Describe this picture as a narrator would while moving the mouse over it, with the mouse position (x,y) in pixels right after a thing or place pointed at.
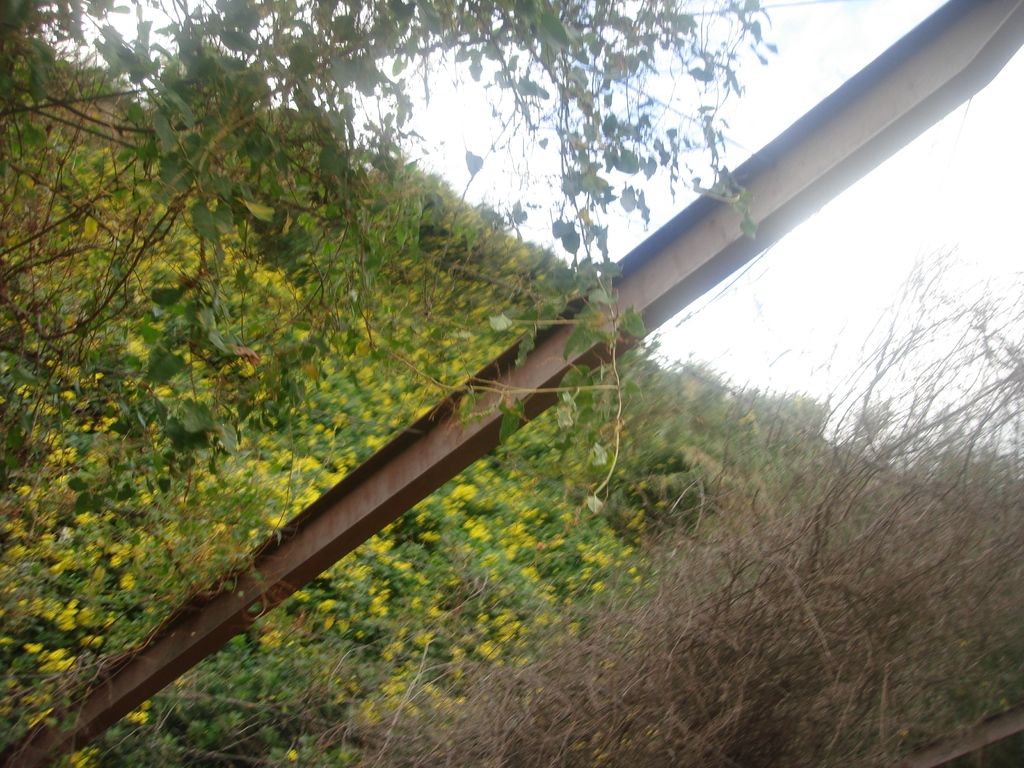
In this image I can see a pole (903,113), few wires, number of flowers (620,550) and number of plants (640,443) in the front (441,350). In the background (886,251) I can see the sky (631,185) and I can also see this image is little bit blurry.
